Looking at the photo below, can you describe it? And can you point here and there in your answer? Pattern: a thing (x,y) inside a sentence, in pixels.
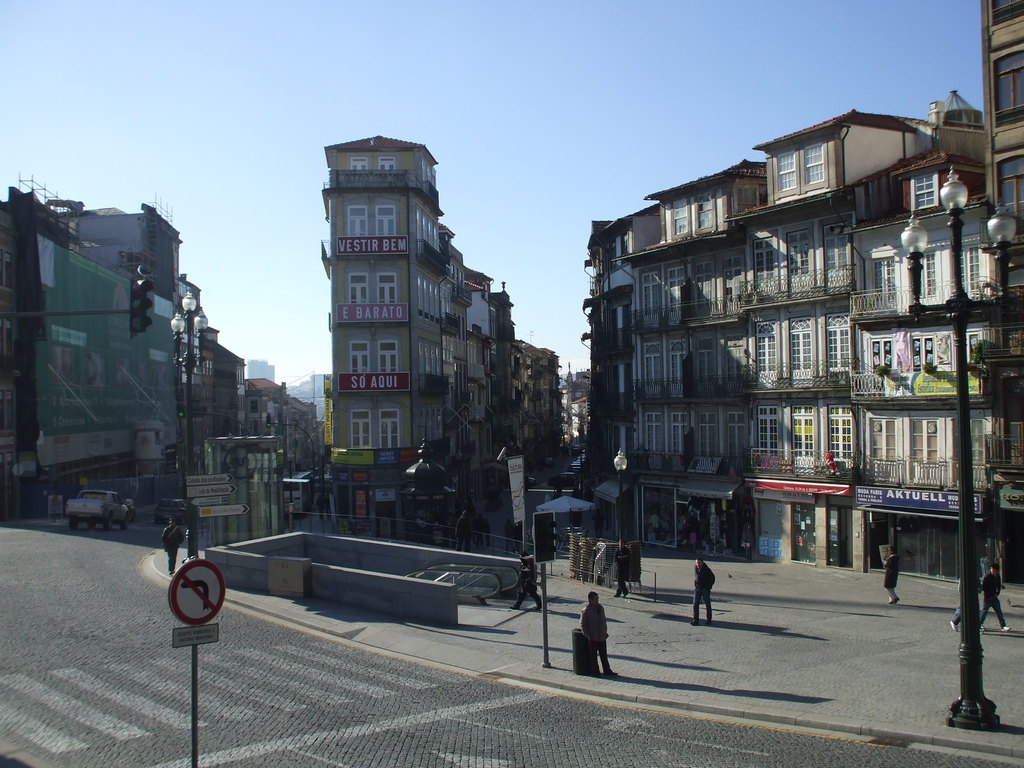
At the bottom of the image (193,572) there are some poles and sign boards (519,482) and few people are walking. Behind them there are some vehicles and buildings (59,205). At the top of the image (470,149) there is sky (648,149).
